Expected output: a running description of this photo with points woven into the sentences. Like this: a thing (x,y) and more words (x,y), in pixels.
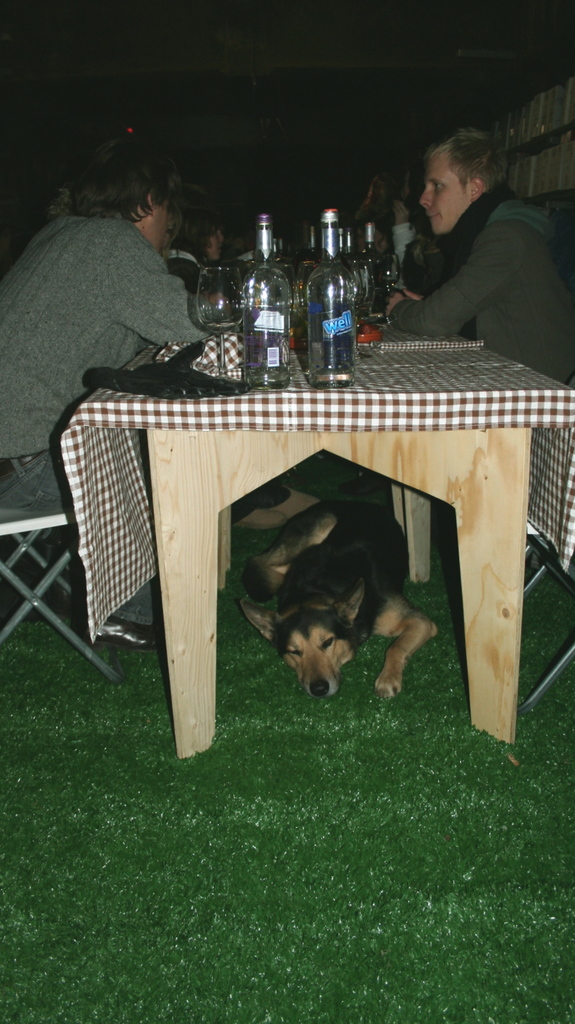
In this picture there is a group of people (74,326) those who are sitting on the chairs (54,624), there are some bottles (328,376) on the table (379,458) and glasses (369,280), the dog (351,603) is sleeping under the table (477,667), the floor (434,715) on which all are sat is a grass floor (216,860) and it's night time.
